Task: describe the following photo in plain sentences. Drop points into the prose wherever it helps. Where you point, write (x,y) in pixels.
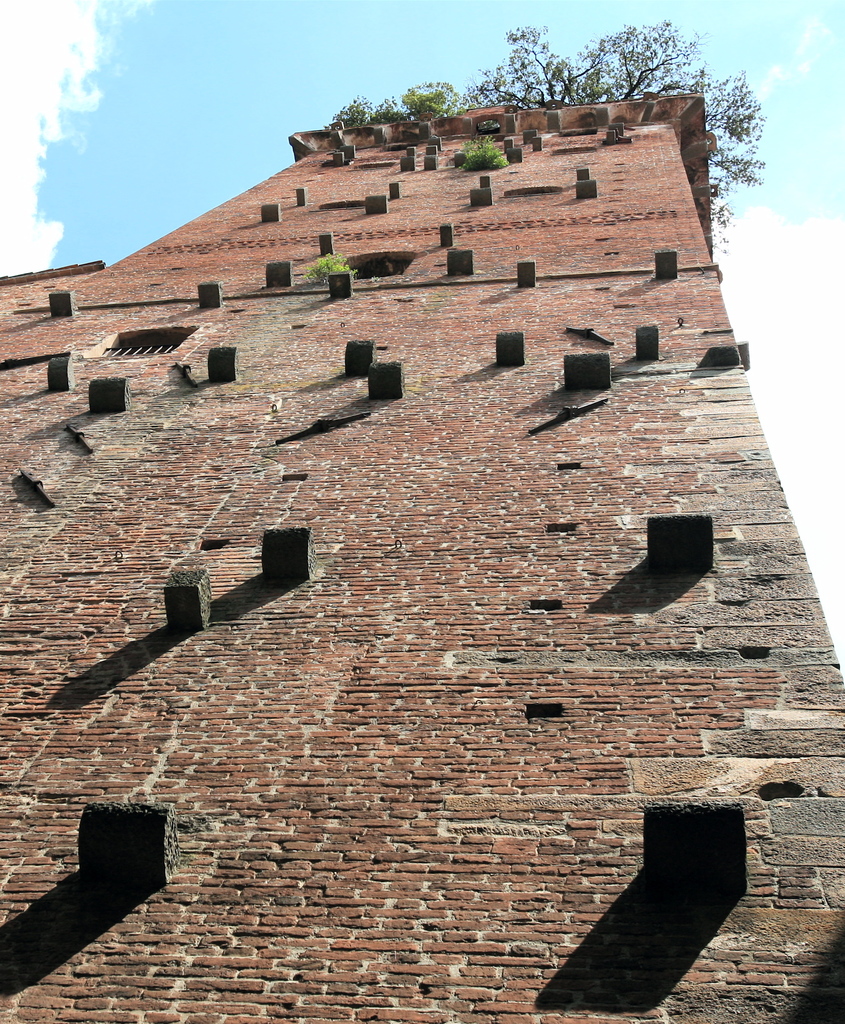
In this image I can see the brick wall (281,307), window (155,338), building (162,338) and few plants (629,98). The sky (298,97) is in blue and white color.
